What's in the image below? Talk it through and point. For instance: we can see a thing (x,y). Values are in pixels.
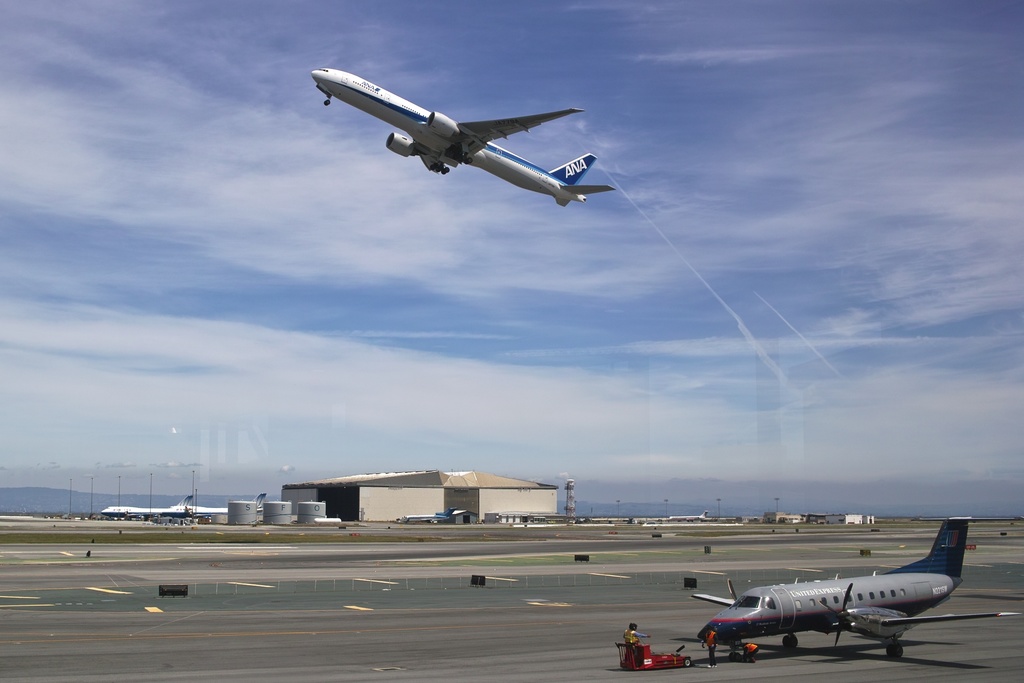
In this image I can see a aircraft (381,103) which is white and blue in color is flying in the air (509,114). I can see another aircraft (853,608) which is grey in color on the runway (707,620) and few persons (715,637) standing in front of it. In the background (165,514) I can see few other aircrafts (176,508), a building (394,503), few runways (301,546) and the sky (310,243).
